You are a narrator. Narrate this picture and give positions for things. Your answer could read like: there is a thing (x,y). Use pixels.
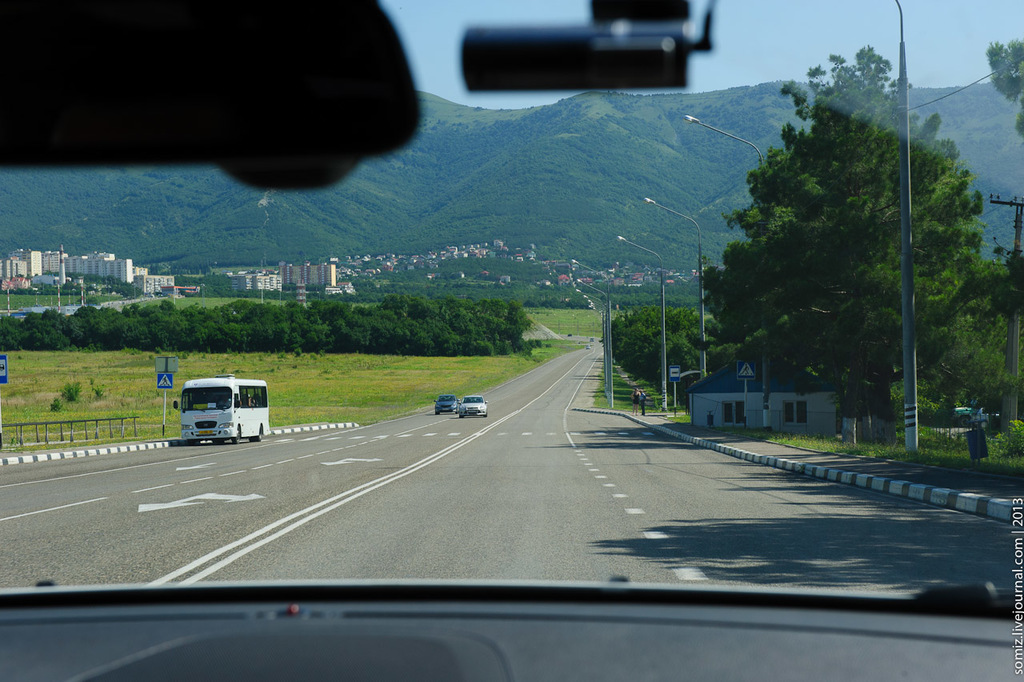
In this picture we can see a few vehicles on the road (48,499). There are boards (168,380) on the poles (166,395) on the right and left side of the road (426,411). We can see a few plants (96,393), trees (509,264), street lights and buildings (486,244) at the back (506,330). Some greenery (521,149) is visible in the background (623,107).
